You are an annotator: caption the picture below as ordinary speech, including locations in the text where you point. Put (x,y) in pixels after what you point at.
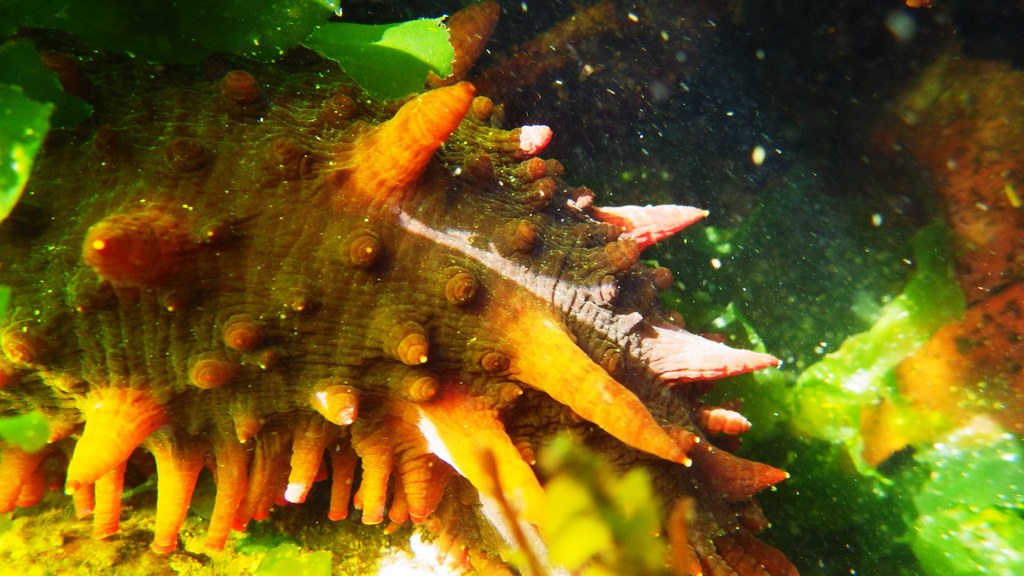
In this image we can see there is a water animal (603,285) in the water (742,258) and there is some algae (550,532).
